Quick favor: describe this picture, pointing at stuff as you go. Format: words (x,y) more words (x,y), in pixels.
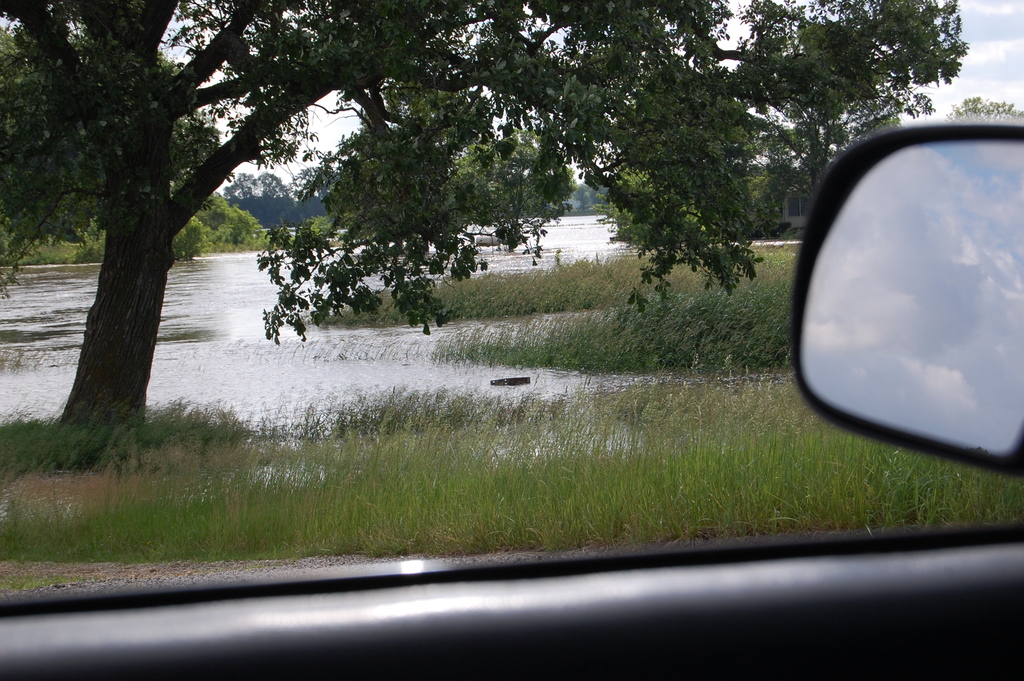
In this picture we can see a vehicle's mirror (999,440) in the front (983,350), there is grass (779,321) in the middle (641,335), in the background (210,270) there are some trees (279,196) and water (173,306), we can see the sky (971,36) at the right top of the picture (968,64).
